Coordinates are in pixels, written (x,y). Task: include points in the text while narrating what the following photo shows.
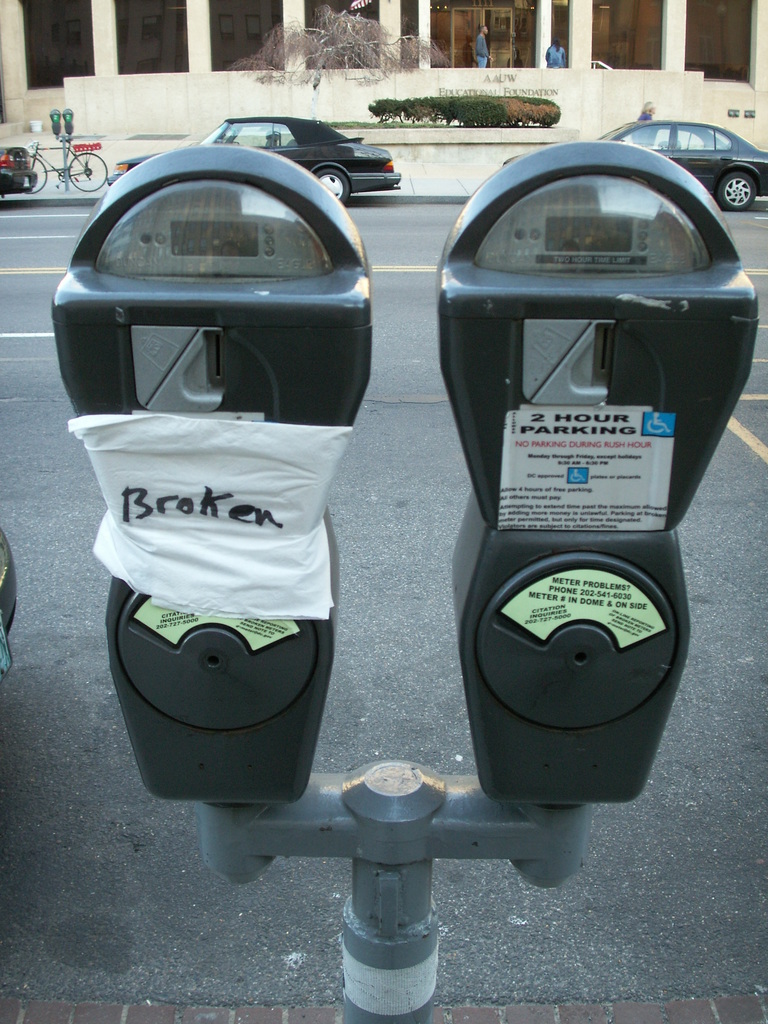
In this image I see 2 meters (690,382) and one of those it is written as broken and on the other one it is written as 2 hour parking. In the background (9,289) I see the road (9,289), 3 cars (281,141), a cycle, few plants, few people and a building (723,113).
